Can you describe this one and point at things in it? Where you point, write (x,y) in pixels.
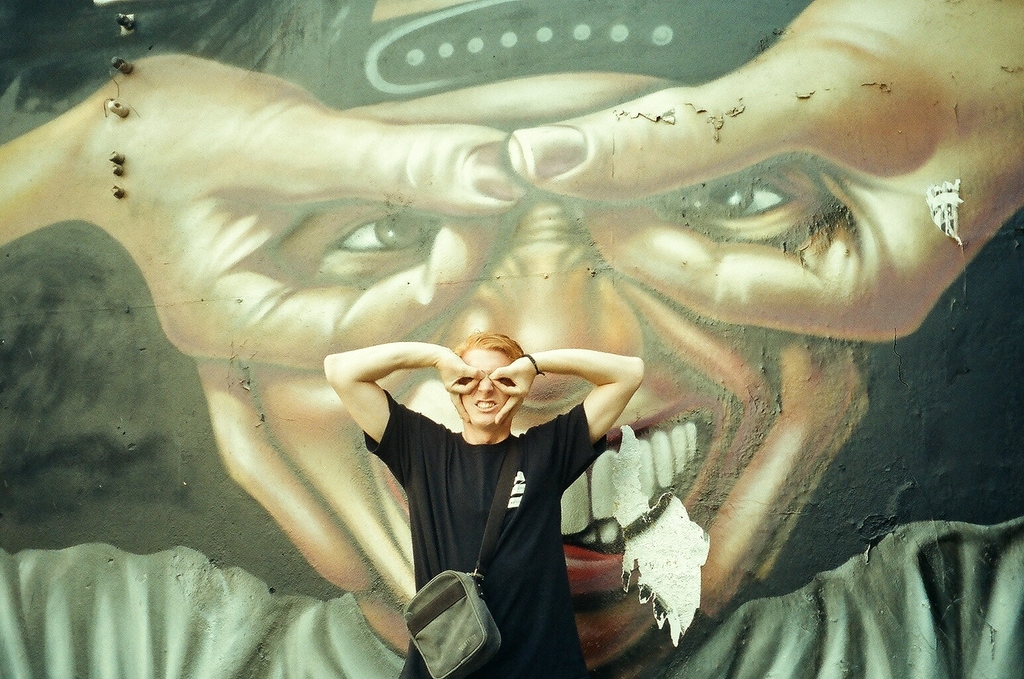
This image is taken outdoors. In the background (196,560) there is a wall (234,194) with a painting (559,276) of a man (713,243) on it. In the middle of the image (490,400) a man (444,464) is standing.
